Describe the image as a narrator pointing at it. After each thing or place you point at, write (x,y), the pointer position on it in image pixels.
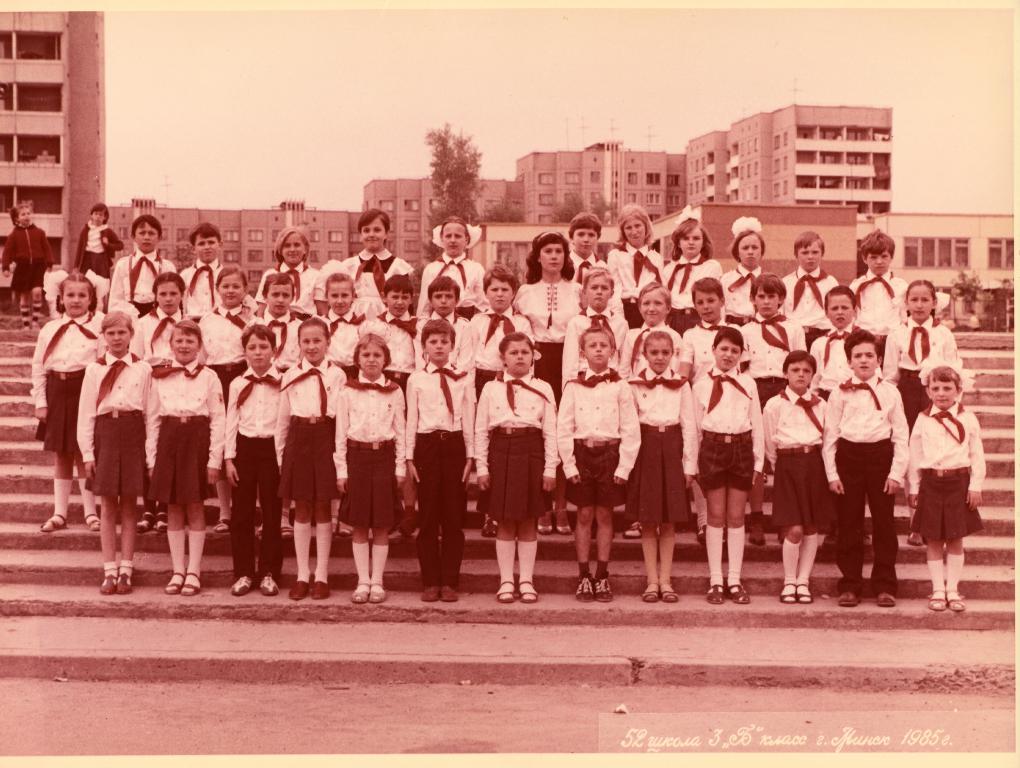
In this picture there are people (210,226) standing and we can see steps (32,460). In the background of the image (252,128) we can see trees (466,152), buildings (558,201) and sky (543,38).
